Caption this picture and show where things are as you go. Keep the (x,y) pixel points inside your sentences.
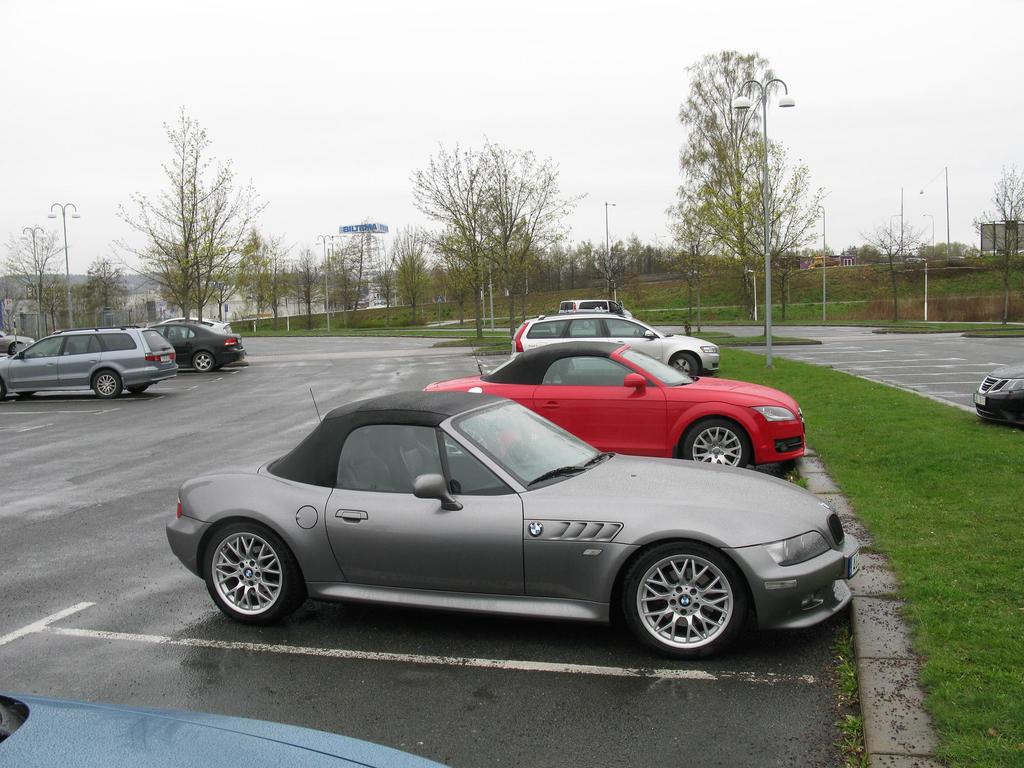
In the image we can see there are many vehicles (345,415) of different colors and sizes. Here we can see the road (146,487), grass (853,480), trees (725,264), poles (764,235) and the white sky (428,63).
